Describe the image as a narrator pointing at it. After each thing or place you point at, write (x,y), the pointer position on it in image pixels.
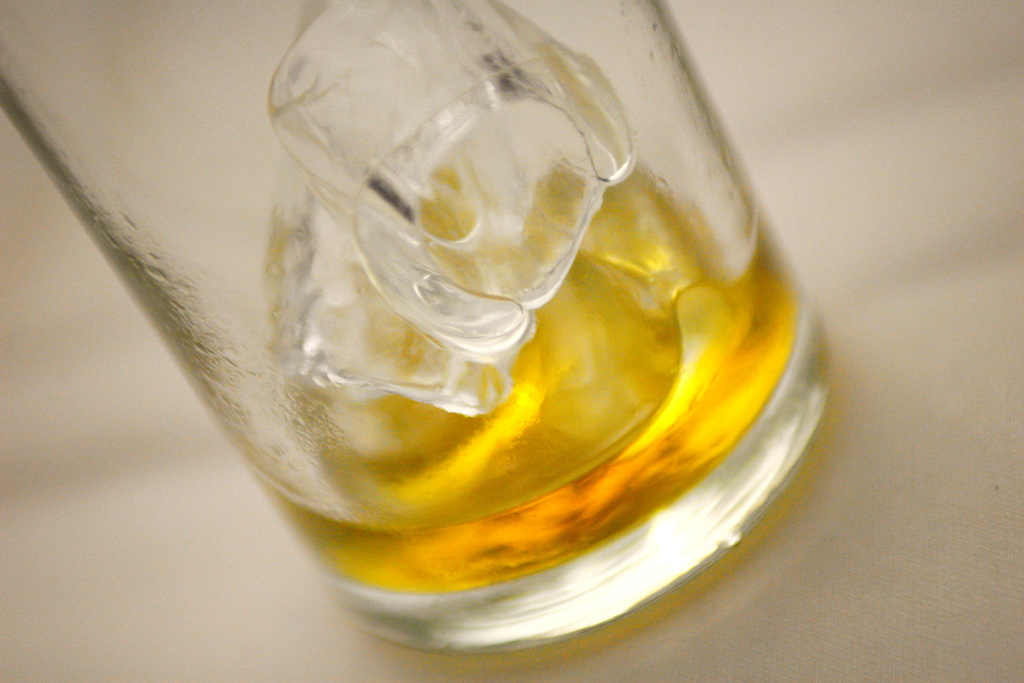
In this image there is a table (777,577) with a glass (162,12) on it and there are two ice cubes (468,302) and juice (524,499) in the glass (572,325).
